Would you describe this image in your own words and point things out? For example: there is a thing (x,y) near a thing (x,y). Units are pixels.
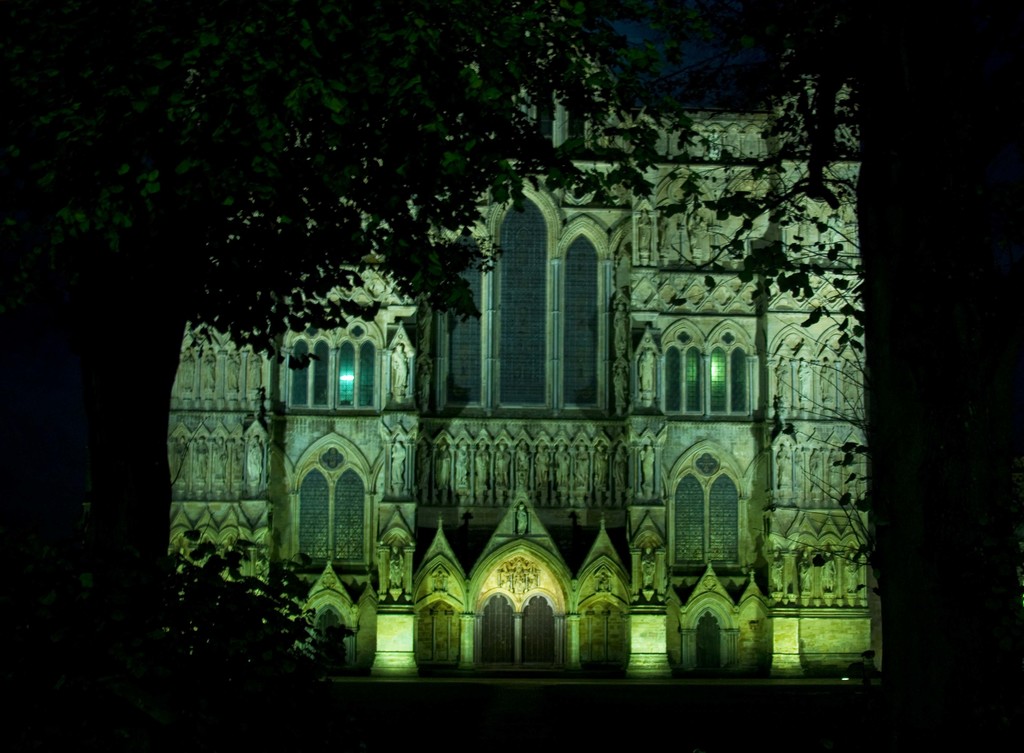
In this picture we can see a building (704,479) and trees (22,626).
